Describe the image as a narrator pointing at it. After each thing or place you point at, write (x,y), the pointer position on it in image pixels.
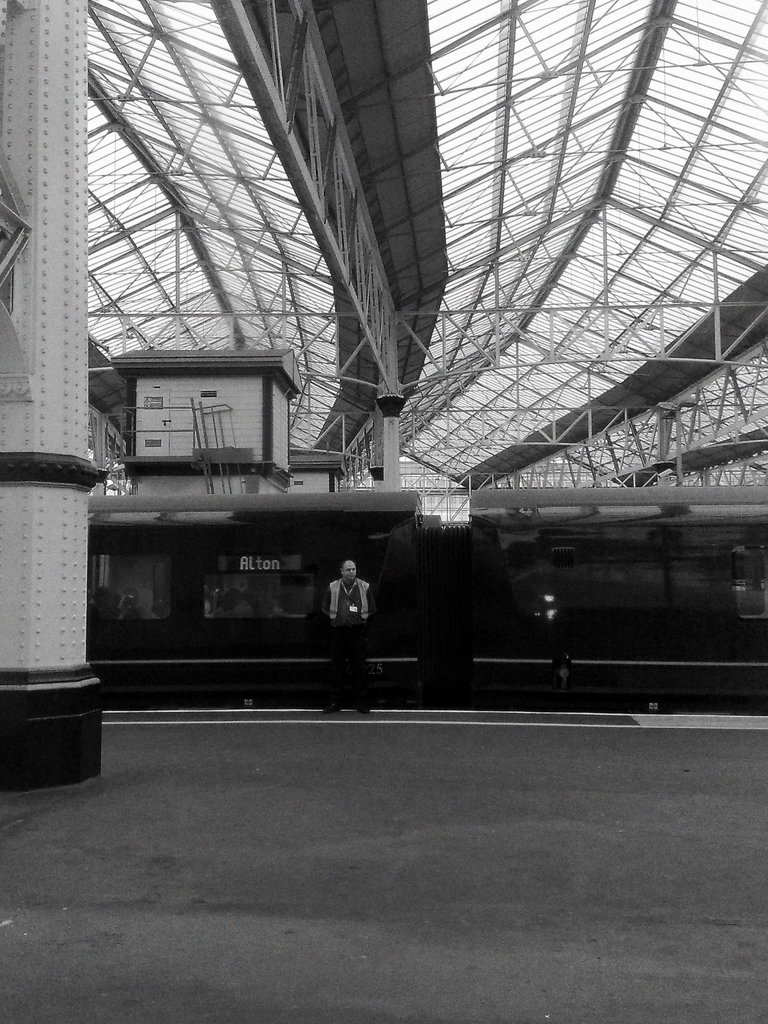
In this image we can see a train (530,594), pillar (45,101), there is a person (352,662) standing beside the train (367,558), also we can see the rooftop (329,405), and the picture is taken in black and white mode.
